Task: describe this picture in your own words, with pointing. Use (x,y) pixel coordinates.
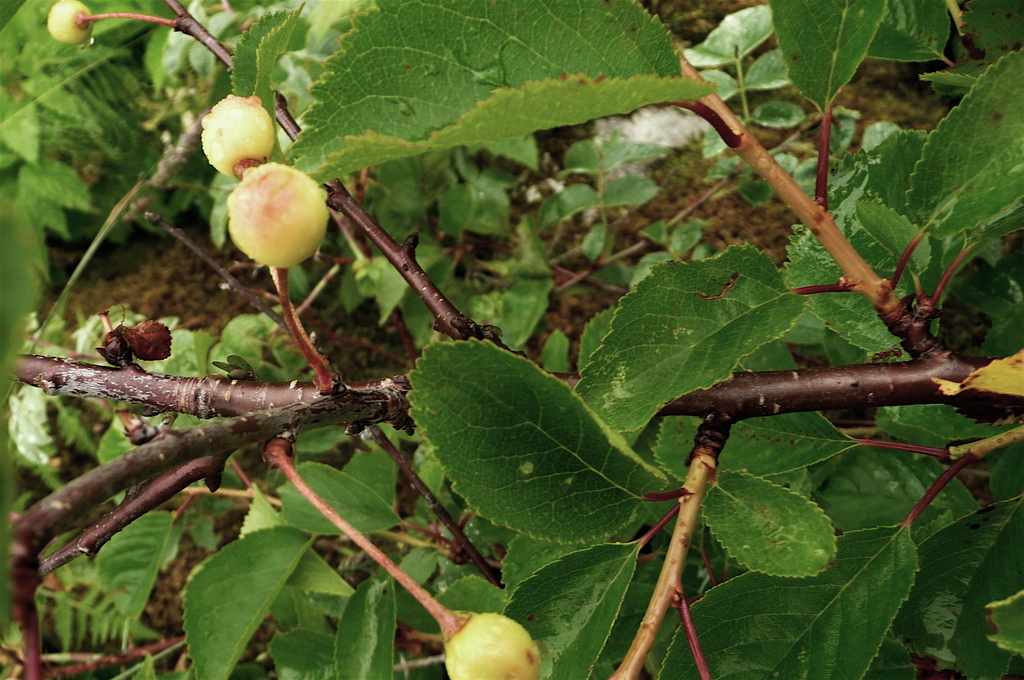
In this image I can see some fruits (264,185) and green color leaves (429,374) to a stem (208,392). At the bottom (165,601) I can see the mud (182,288).
